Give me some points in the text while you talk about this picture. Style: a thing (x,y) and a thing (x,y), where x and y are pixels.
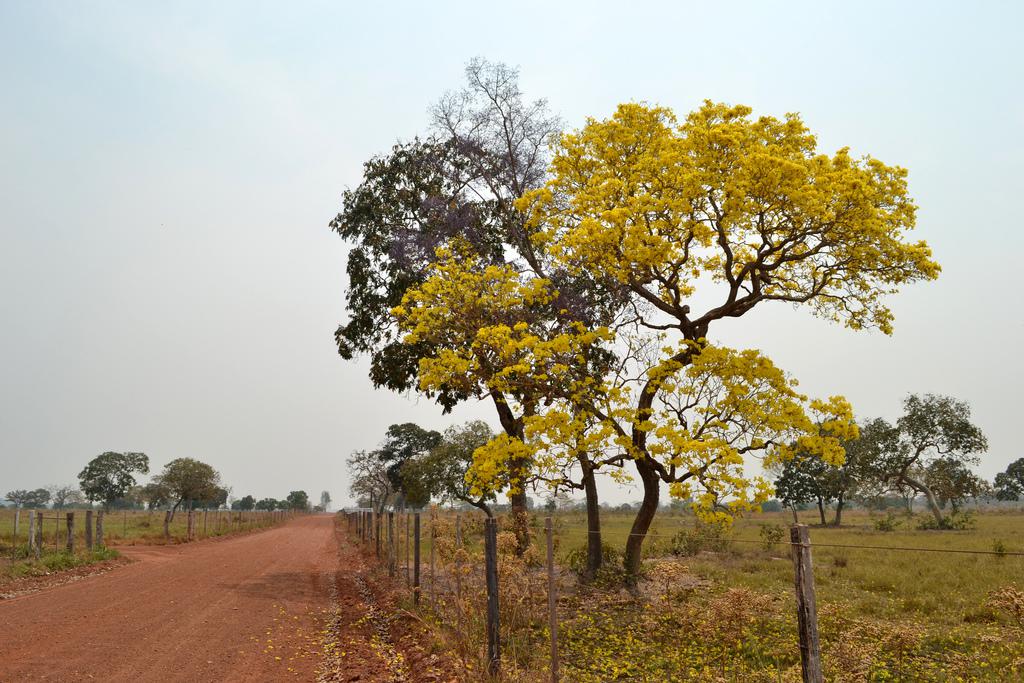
In this image there is a path (250,607). On the either sides of the path (332,552) there is a fencing (88,537). Behind the fencing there are plants (665,583) and grass (103,535) on the ground (51,526). In the background (190,481) there are trees (531,321). At the top (343,88) there is the sky (350,106).
